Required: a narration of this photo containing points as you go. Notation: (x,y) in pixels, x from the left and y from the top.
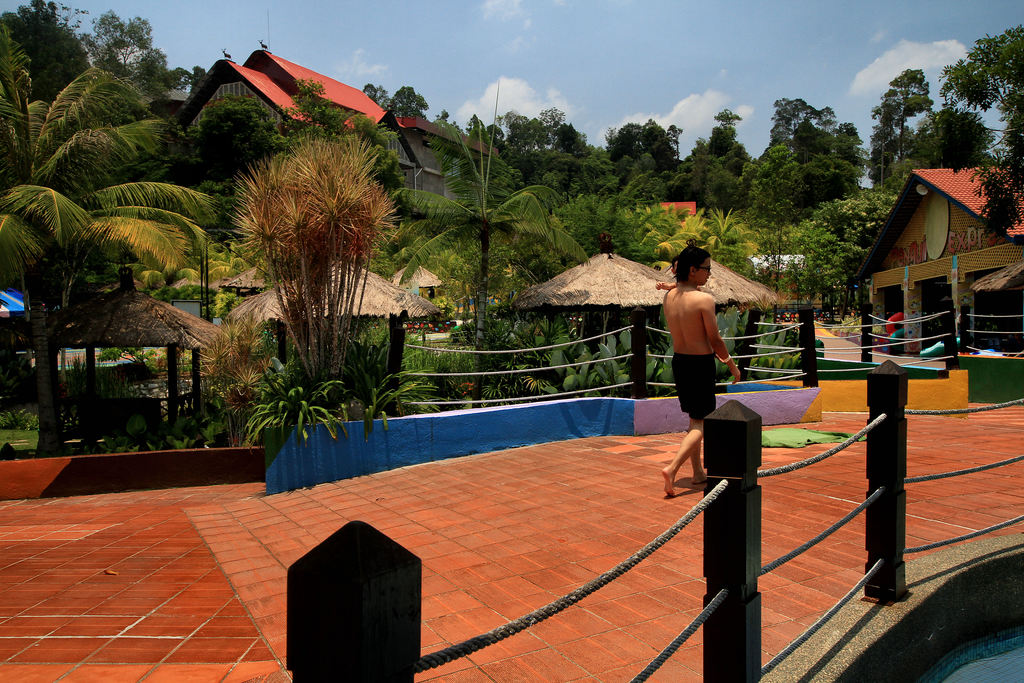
In this image, I can see a person (686,332) walking on a pathway (585,514). At the bottom of the image (447,654), I can see the ropes (449,656) tied to the poles (410,655). There are trees (355,198), huts (376,321), plants (538,350) and houses (895,212). In the background (362,63), there is the sky (600,59).
